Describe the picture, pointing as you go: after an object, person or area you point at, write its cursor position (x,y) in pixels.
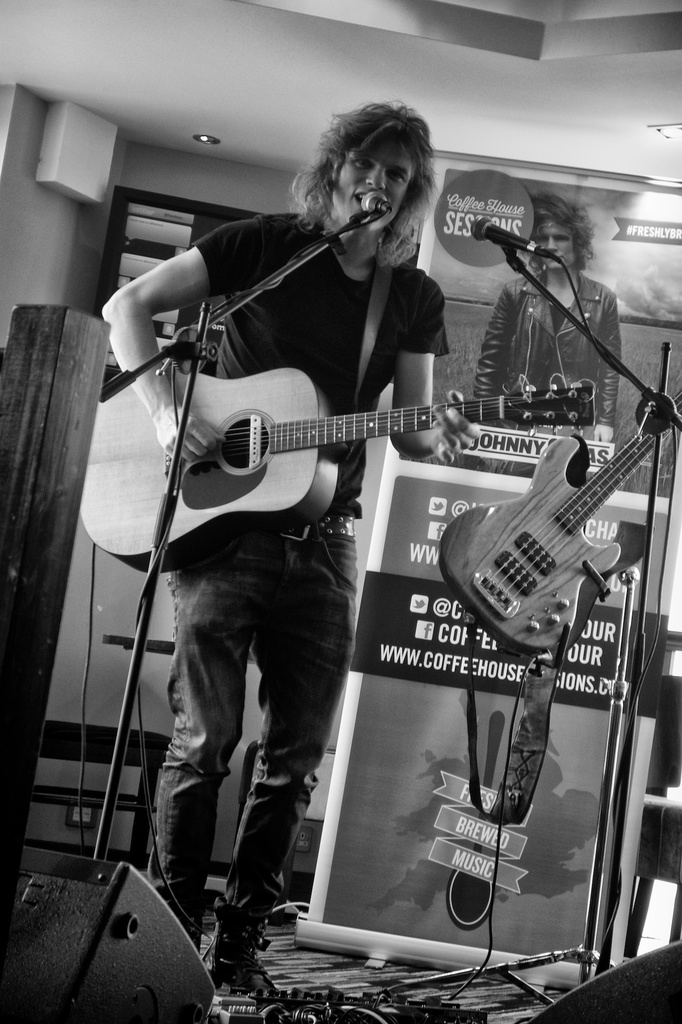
In this picture we can see man (345,188) standing holding guitar (137,489) in his hand (165,424) and playing it and singing on a mic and in background (95,309) we can see poster (625,219), guitar (580,444), wall (84,258), light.
